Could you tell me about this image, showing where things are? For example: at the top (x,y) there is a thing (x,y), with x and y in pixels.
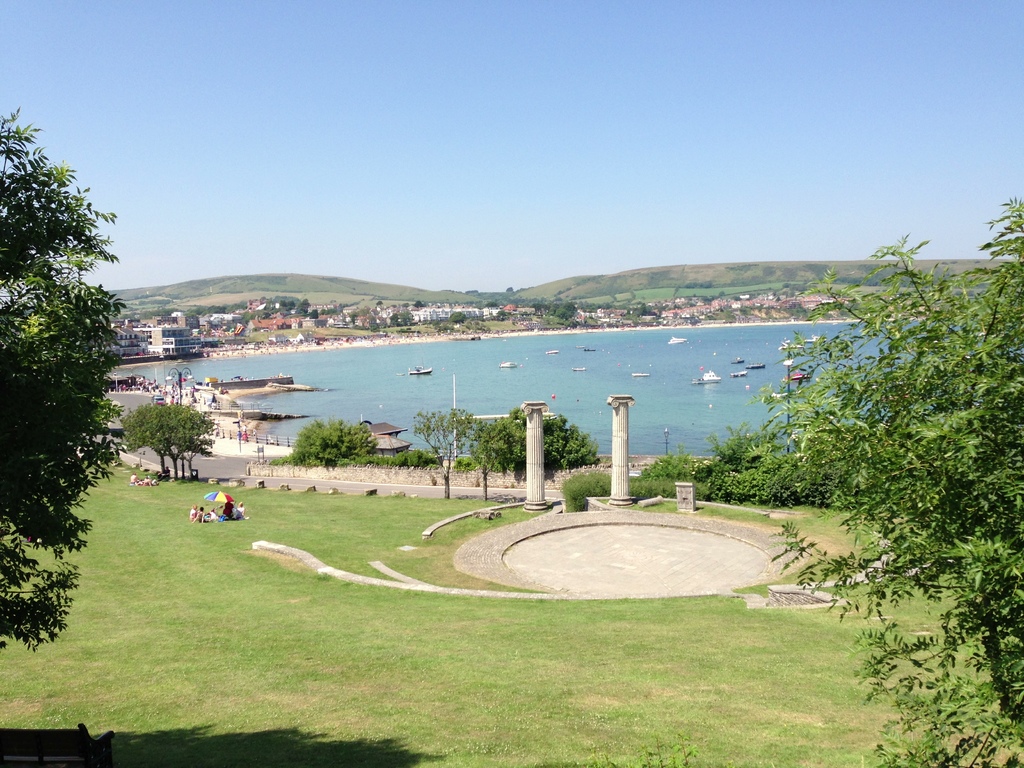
There are few persons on the ground (549,691) and this is grass (635,704). Here we can see trees (35,616), plants (792,506), pillars (616,465), boats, poles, houses (429,319), and water (382,376). This is road (220,468). In the background (194,158) there is sky (463,140).
